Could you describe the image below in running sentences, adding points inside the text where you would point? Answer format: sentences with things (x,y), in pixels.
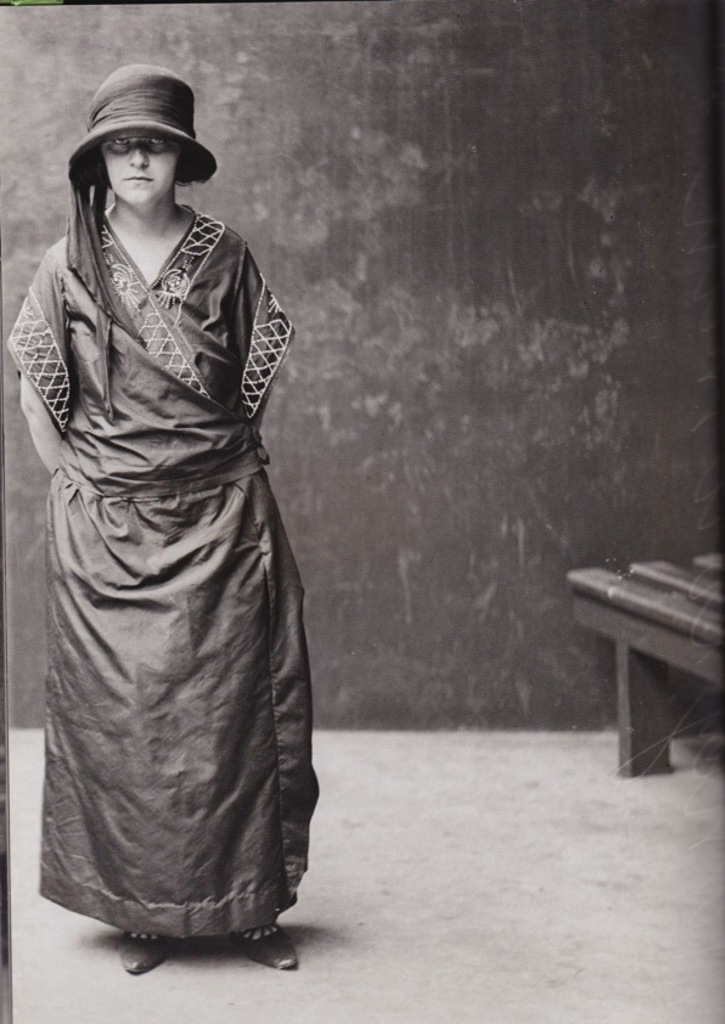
In this image we can see a lady (228,578). A lady (257,605) is standing in the image. There is a bench (659,691) at the right side of the image (665,679).
